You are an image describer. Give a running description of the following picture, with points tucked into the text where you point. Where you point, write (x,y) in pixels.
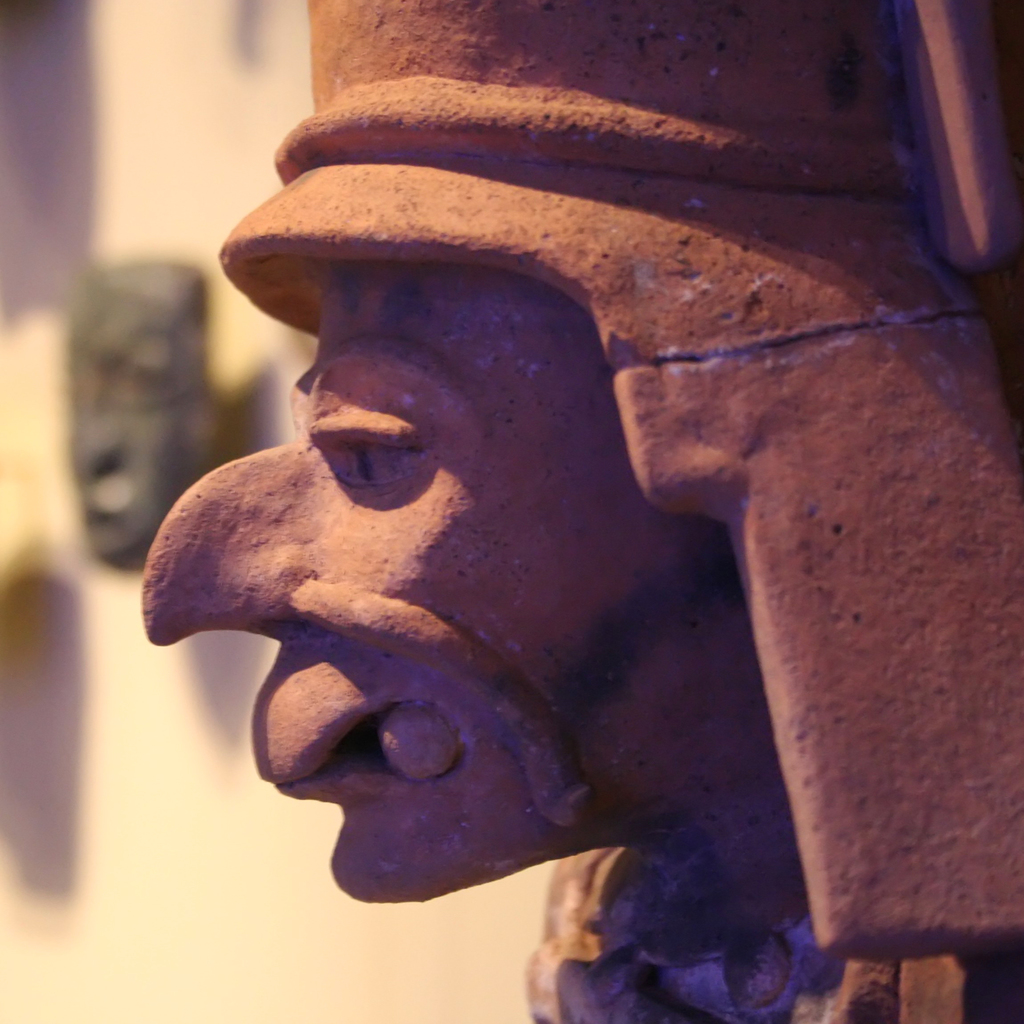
In this image I can see a stone statue (658,500) of a person's head (600,553) which is brown in color. In the background (173,877) I can see the cream colored surface (232,889) and a black colored object (148,490).
